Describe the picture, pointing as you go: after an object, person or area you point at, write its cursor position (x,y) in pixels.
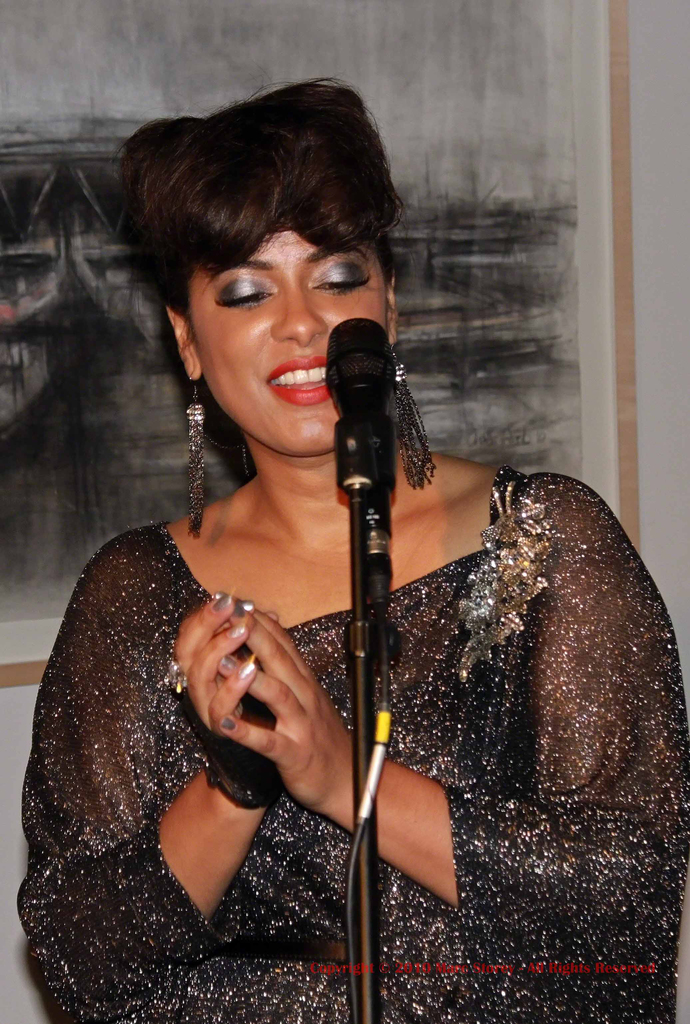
In this picture there is a woman (51,908) in black dress (535,875), singing. In the center of the picture (371,438) there is a microphone (392,388). In the background (60,241) there is a painting (143,111) attached to the wall (643,340).
